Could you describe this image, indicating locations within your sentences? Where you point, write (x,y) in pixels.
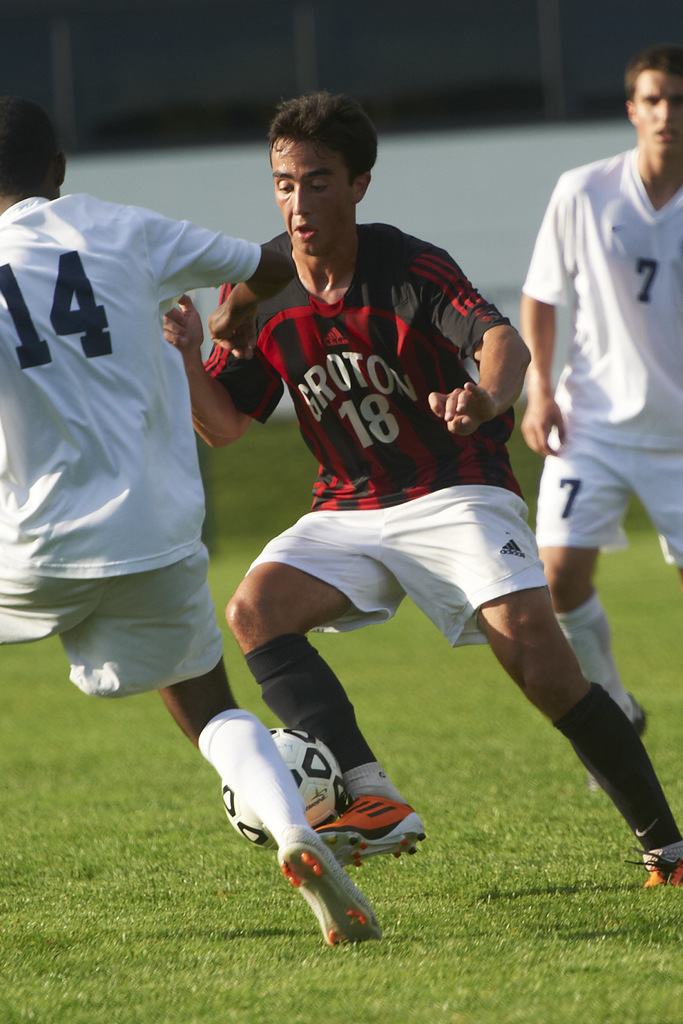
In this picture we can see three players (356,740) playing a football (327,773) in a playground (212,847). This is a fresh green grass (431,804).
